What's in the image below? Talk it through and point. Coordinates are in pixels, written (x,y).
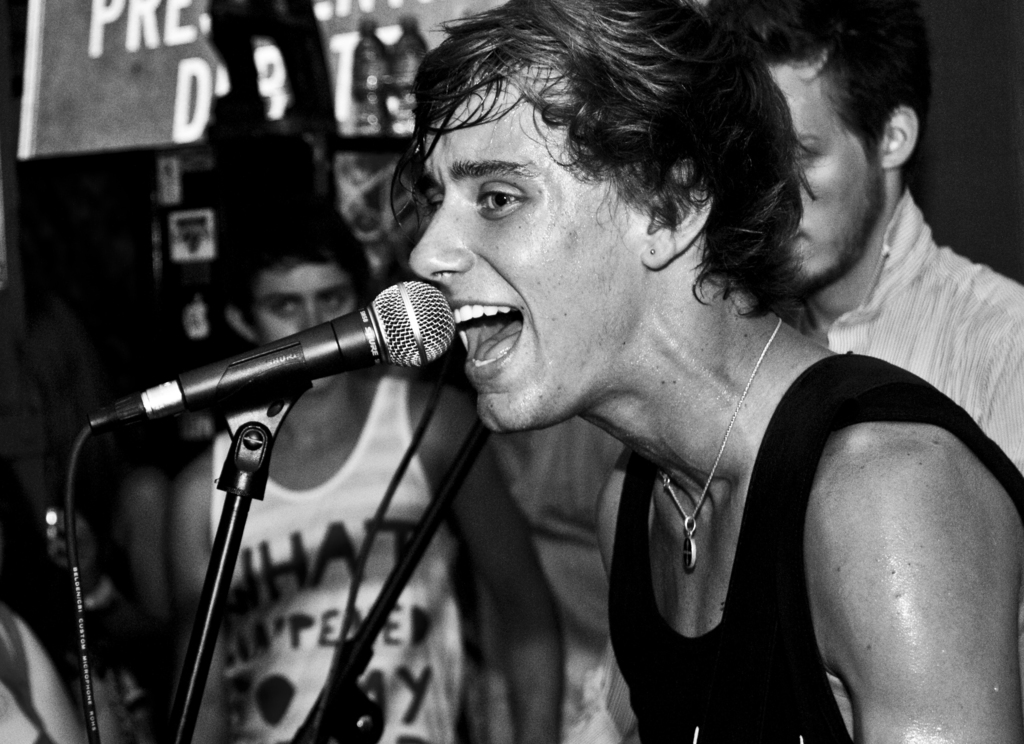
In this image there a boy (906,666) wearing black sleeveless (630,554) singing in the black microphone (253,373). Behind there are two boy (359,496).
